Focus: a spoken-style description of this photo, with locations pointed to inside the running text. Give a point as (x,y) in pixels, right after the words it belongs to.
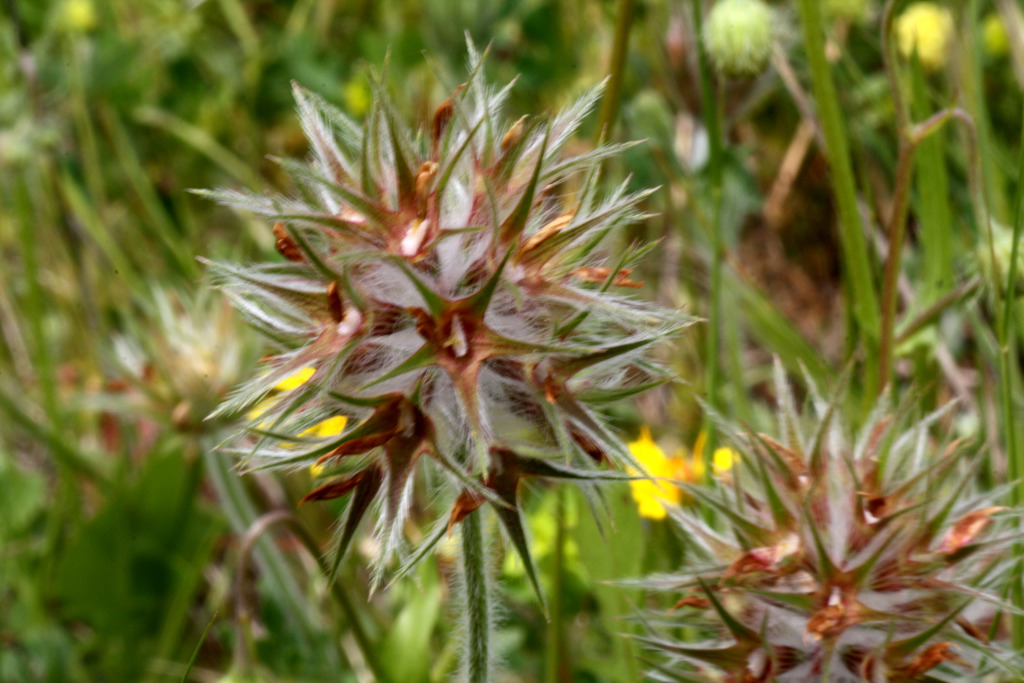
In this image I can see flower plants (430,379). The background of the image (720,216) is blurred.
